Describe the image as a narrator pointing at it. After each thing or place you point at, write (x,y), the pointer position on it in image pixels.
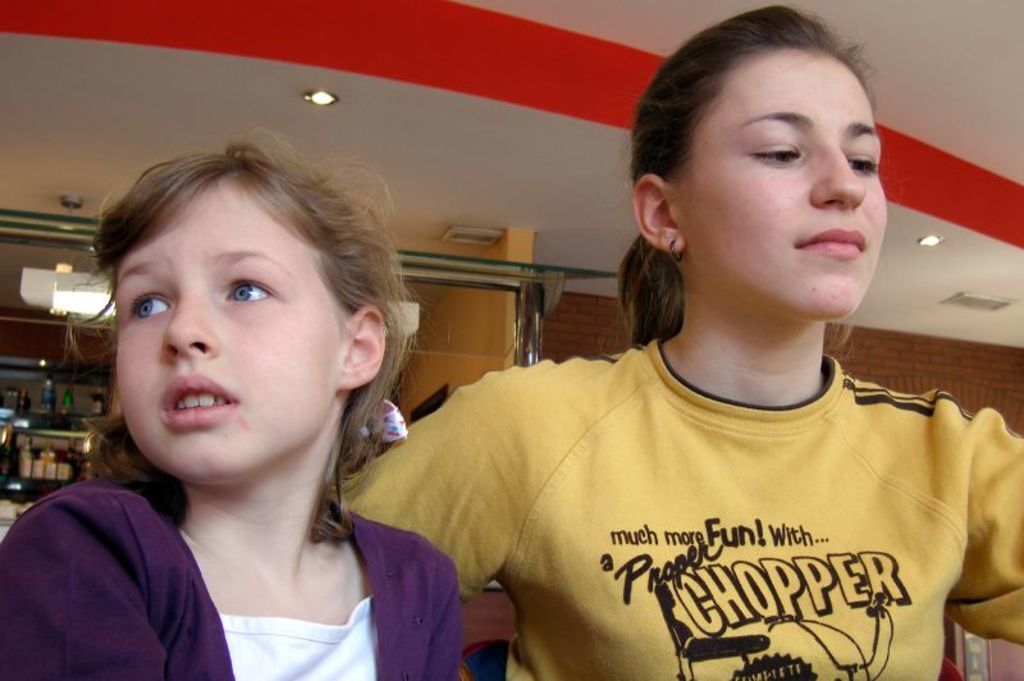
On the right (939,528), there is a woman (876,173) in yellow color t-shirt (875,483), sitting on a chair (497,644), near a child (299,211), who is in violet color jacket (120,532), sitting. In the background (423,248), there are lights (922,241) attached to the roof (159,139) and there are other objects (101,361).
